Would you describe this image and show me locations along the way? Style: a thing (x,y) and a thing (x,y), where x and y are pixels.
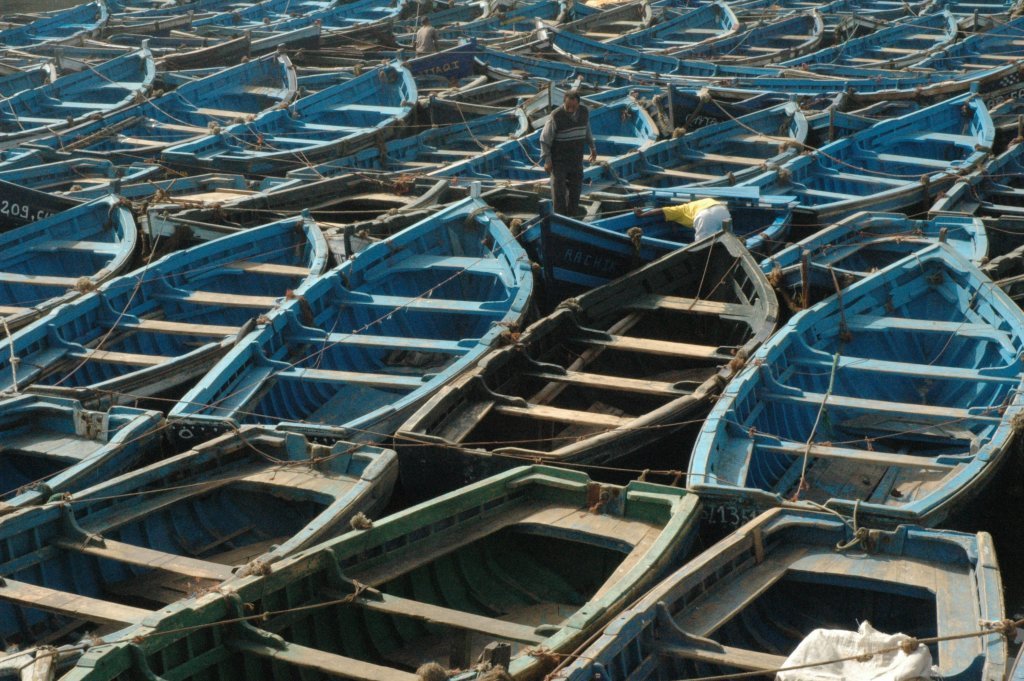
This image consists of many boats (490,419), which are in blue color. The boats (369,383) are made up of wood (608,529). In the middle (582,271), there is a man (567,161) standing in the boat (595,286).
